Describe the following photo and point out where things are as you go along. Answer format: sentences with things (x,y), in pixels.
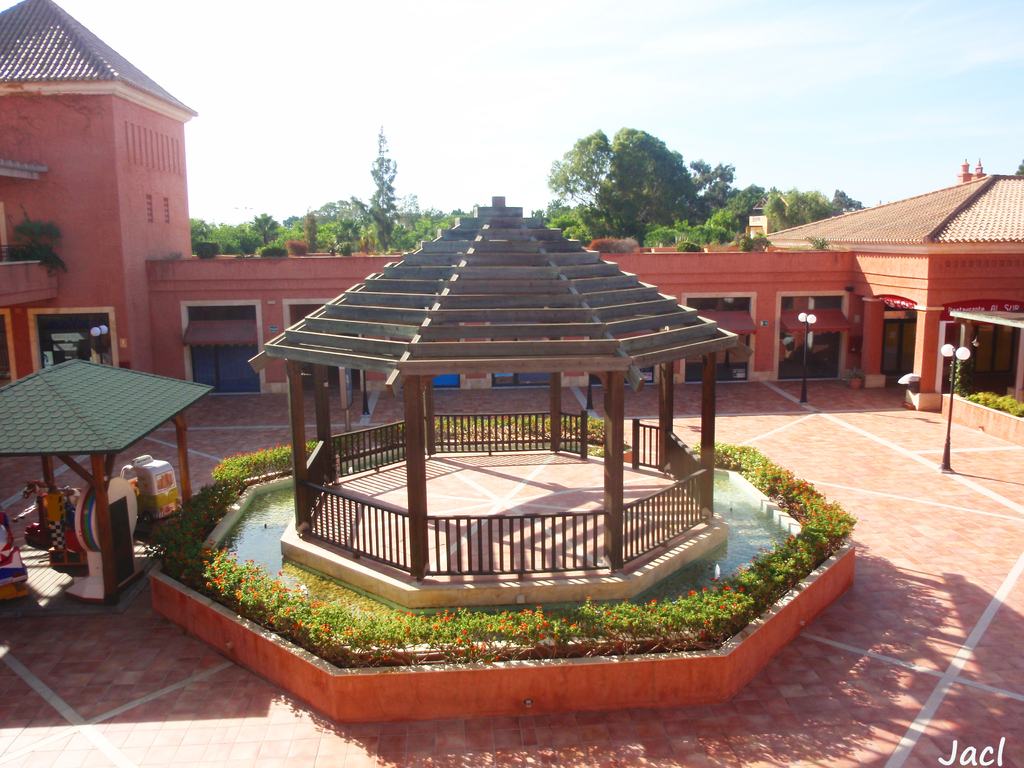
This looks like a building (901,288). I think these are the light poles (807,338). I can see the bushes (624,641) with the flowers (780,474). These are the objects (92,509), which are under the shed (89,473). These are the trees (660,208) and plants (376,225). Here is the sky (700,116). This is a kind of shelter (587,259) with a spire (500,231) on it. I can see the watermark (963,762) on the image.
